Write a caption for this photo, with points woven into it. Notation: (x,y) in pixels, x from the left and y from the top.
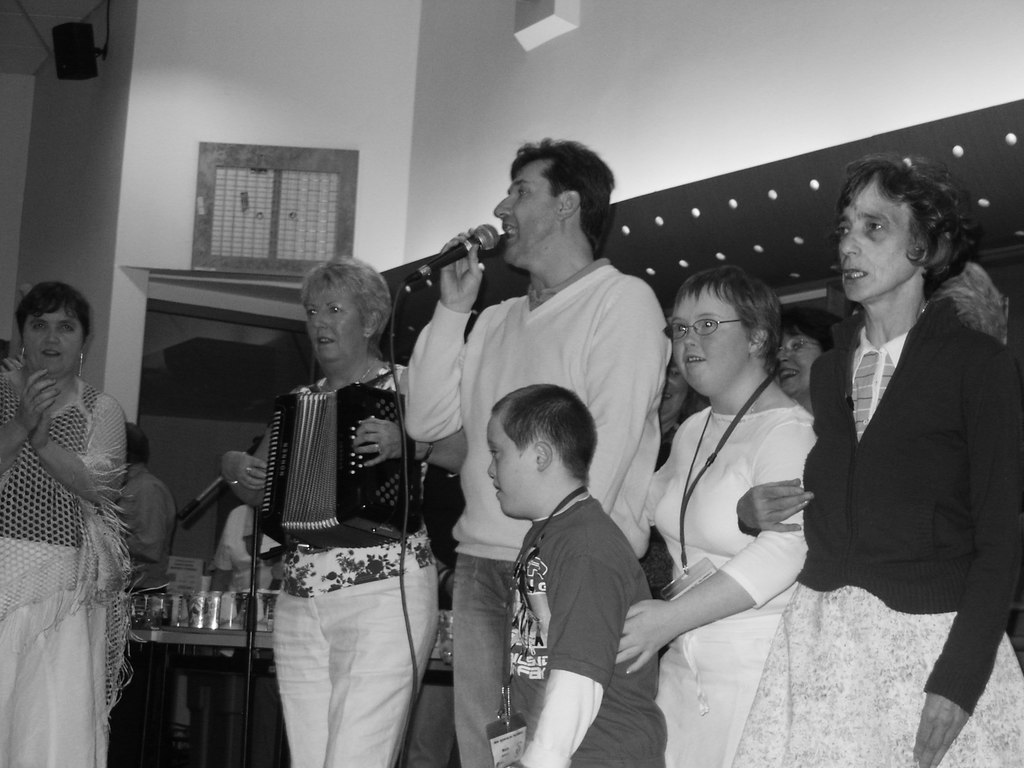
This is a black and white image and here we can see a person (464,300) holding a mic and there is a lady (388,452) holding a musical instrument (340,470). In the background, there are people (699,326) and some are wearing id cards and we can see lights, some objects (76,39) on the wall (452,77) and there are tins (223,608) and some other objects (186,562) on the table (239,636).
